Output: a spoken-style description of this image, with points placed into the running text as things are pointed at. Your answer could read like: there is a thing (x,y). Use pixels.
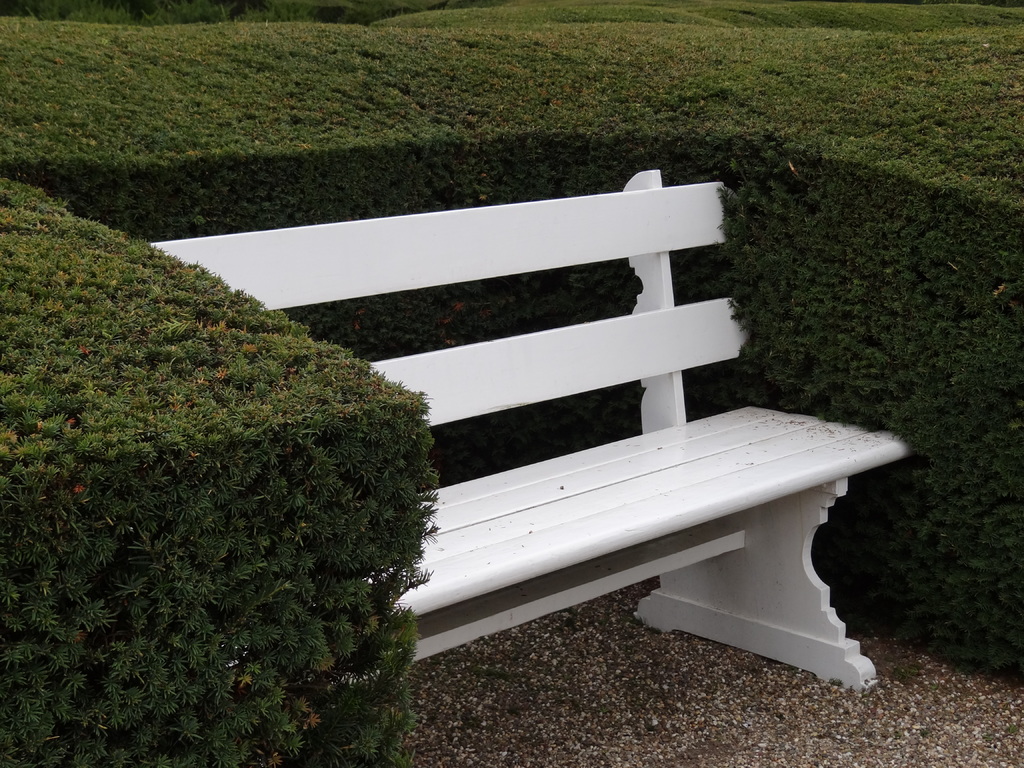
In this image I can see a white colored bench (620,468) on the ground (664,722). I can see few plants (898,334) which are green in color around the bench (662,497).
